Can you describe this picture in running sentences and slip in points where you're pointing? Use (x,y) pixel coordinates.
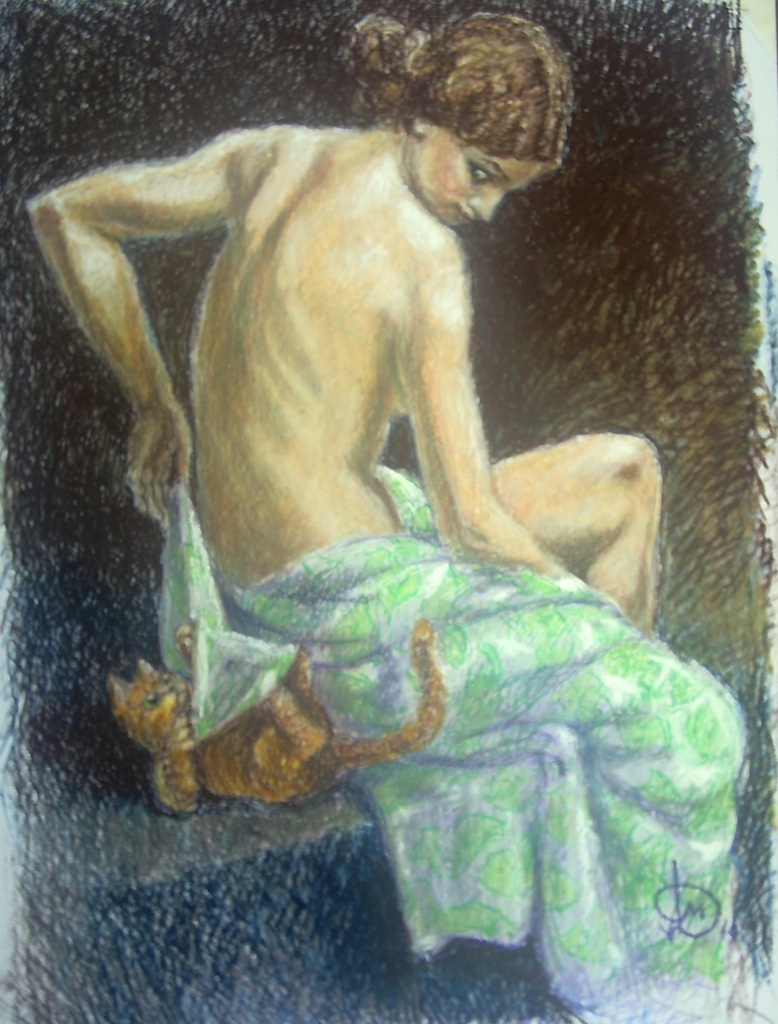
In this image we can see a painting (385,826). In the center (298,517) there is a lady (442,399) and we can see a cat (250,774).
